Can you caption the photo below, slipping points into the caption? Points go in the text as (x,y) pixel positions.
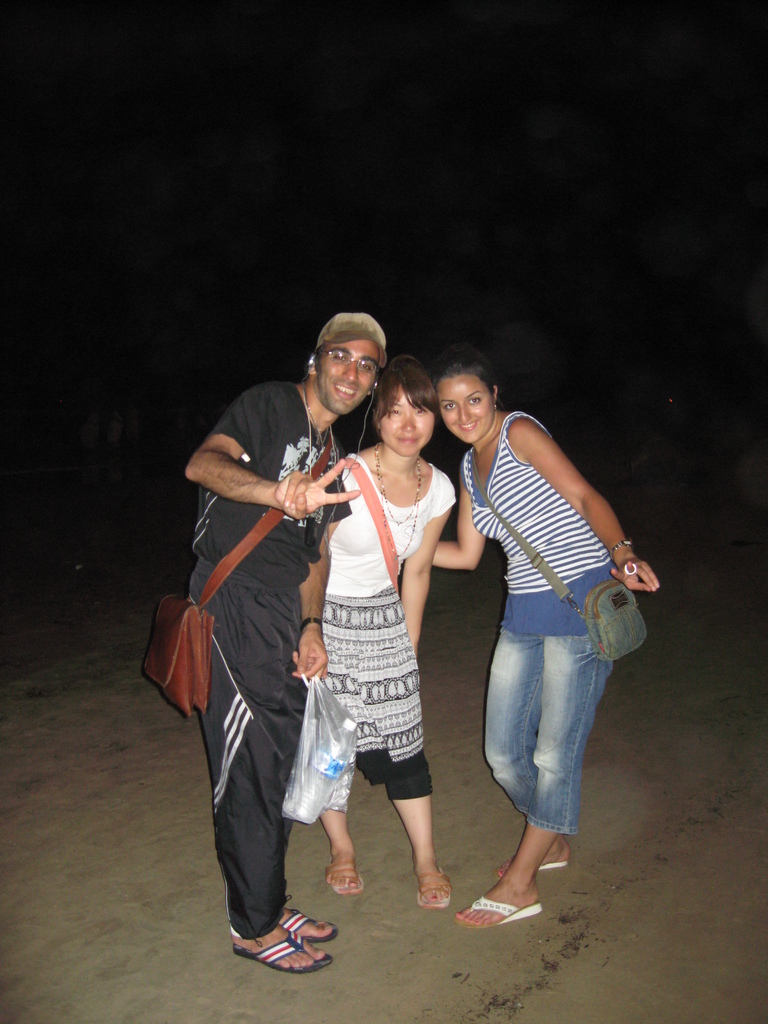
In the image in the center (401,524), we can see three persons (553,645) were standing and smiling, which we can see on their faces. And the left side person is holding plastic cover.
